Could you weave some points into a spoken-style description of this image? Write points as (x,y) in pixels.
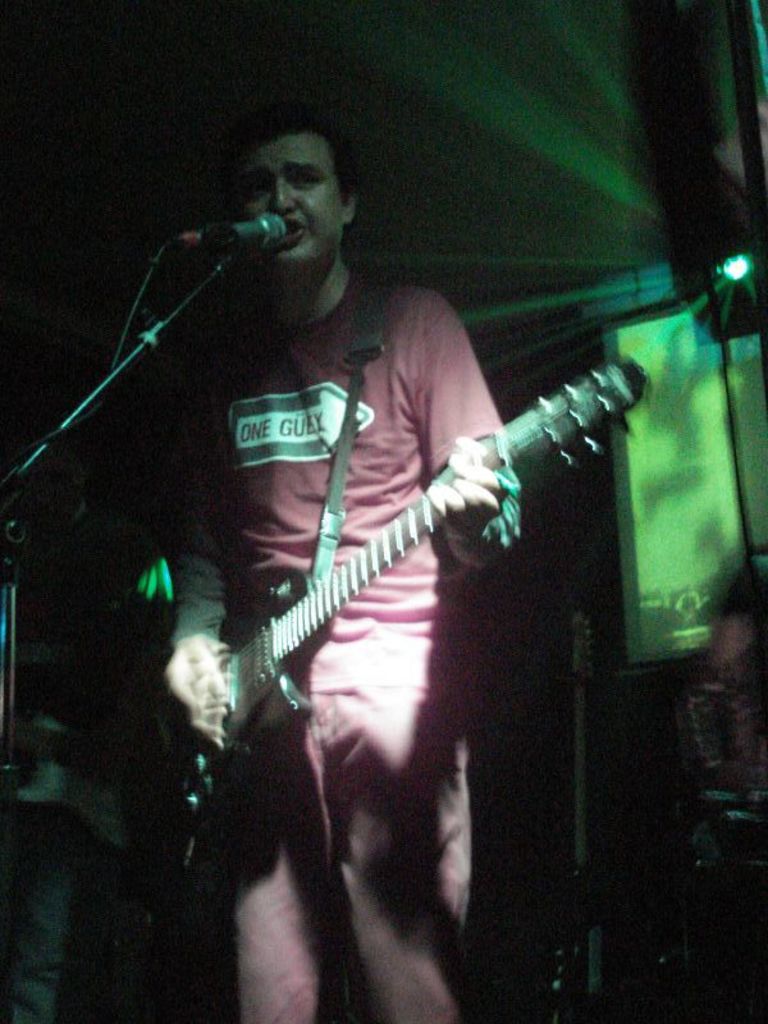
Here I can see a man (372,836) standing, playing a guitar (333,587) and singing on a mike (286,229). On the right side (680,426) there is a screen (661,361). The background (398,113) is dark.
